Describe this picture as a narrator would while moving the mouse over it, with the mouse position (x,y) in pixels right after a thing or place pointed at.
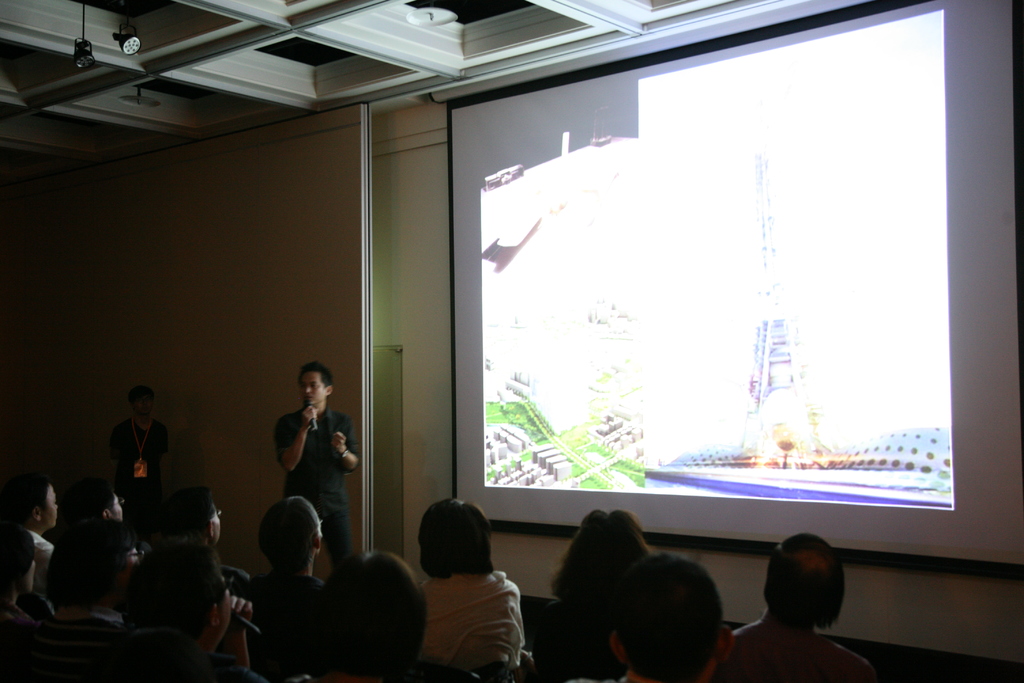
In this picture there are people (456,633) at the bottom side of the image (677,679) and there is a man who is standing on the left side of the image (311,395), by holding a mic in his hand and there is a projector screen (499,378) in the image and there is roof (338,20) at the top side of the image (264,3).
